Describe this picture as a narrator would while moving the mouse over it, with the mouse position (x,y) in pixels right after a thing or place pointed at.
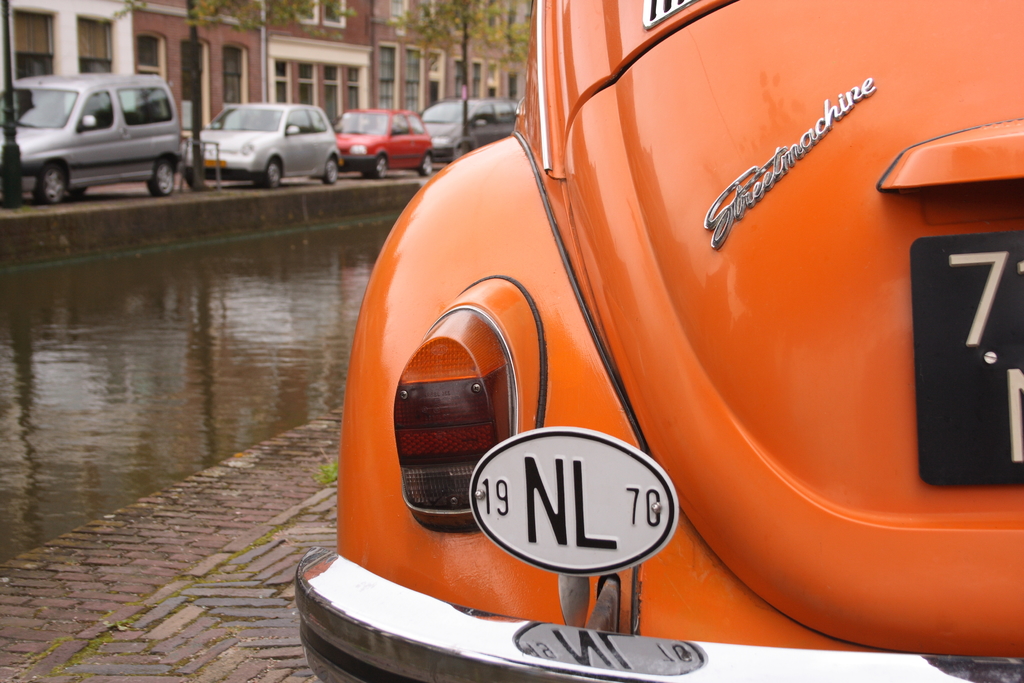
This is an outside view. In this image I can see few cars (116,172) on the road (122,565). In the background (273,69) there are few buildings (257,69) and trees (438,24).
